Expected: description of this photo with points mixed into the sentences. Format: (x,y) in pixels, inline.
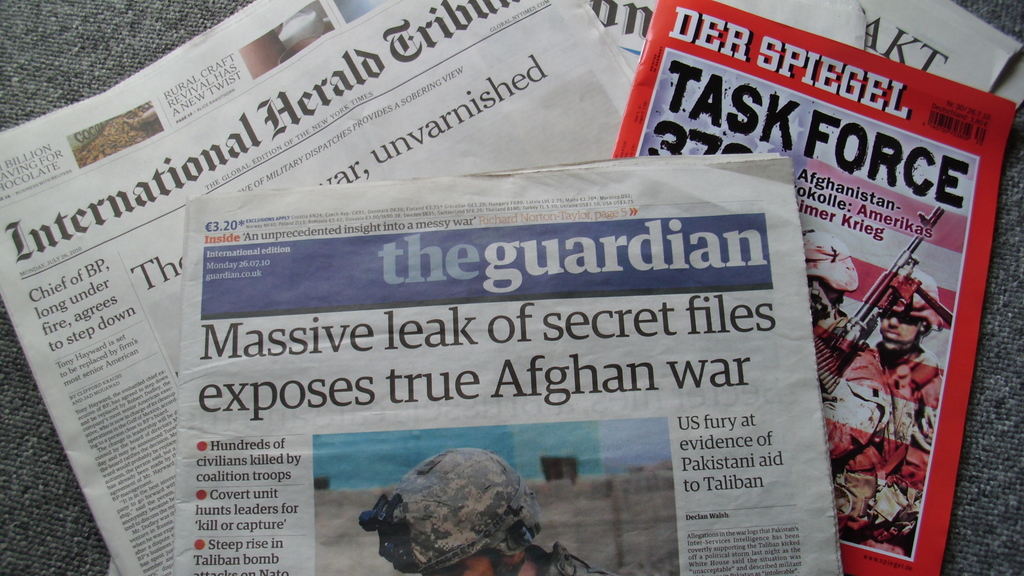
In this image we can see some newspapers (218,118) and one red book (846,244) on the surface (959,473).
